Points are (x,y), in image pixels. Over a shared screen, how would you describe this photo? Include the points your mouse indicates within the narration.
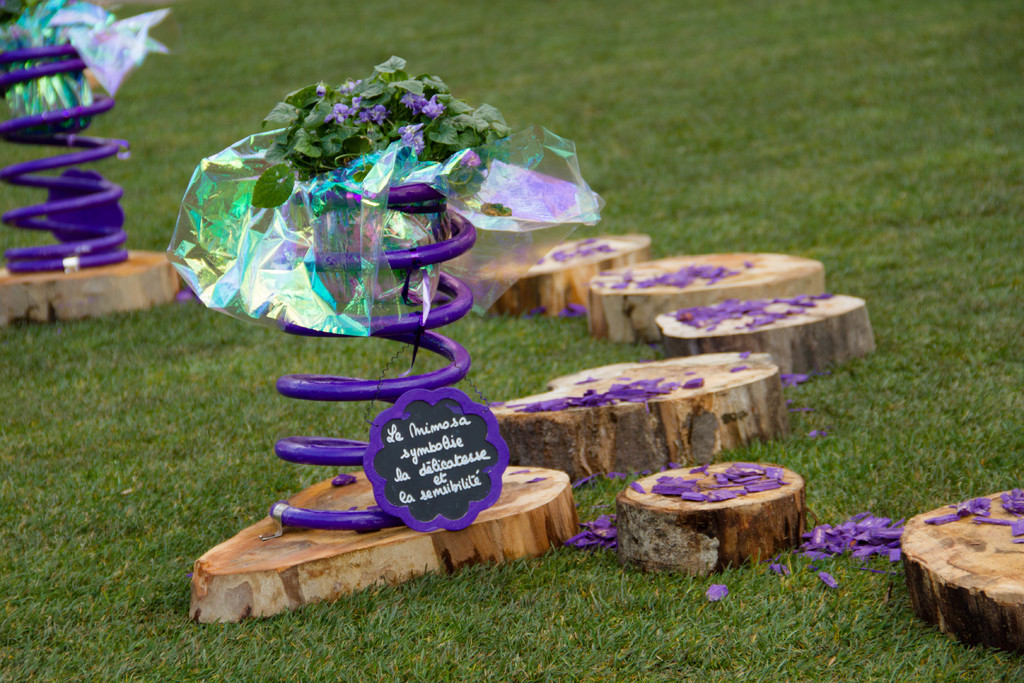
In this image we can see decors (404,331) and party confetti (638,384) placed on the ground (116,556).
